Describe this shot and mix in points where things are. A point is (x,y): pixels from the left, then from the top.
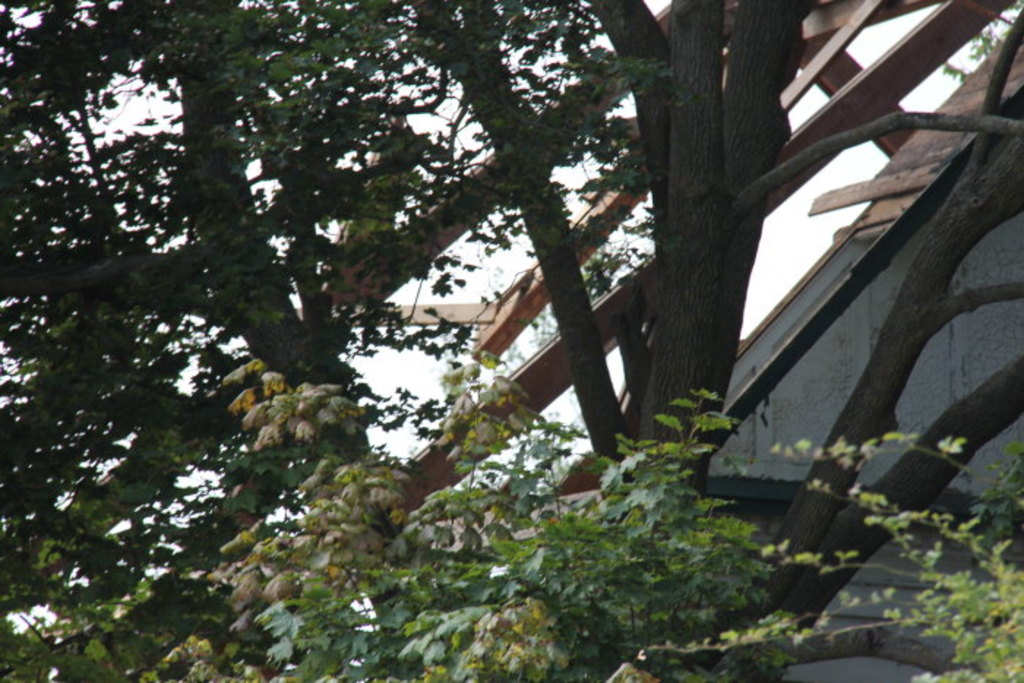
In this image I can see trees (184,431) in green color. Background (498,279) I can see sky (504,261) in white color and I can see few wooden sticks (852,225).
